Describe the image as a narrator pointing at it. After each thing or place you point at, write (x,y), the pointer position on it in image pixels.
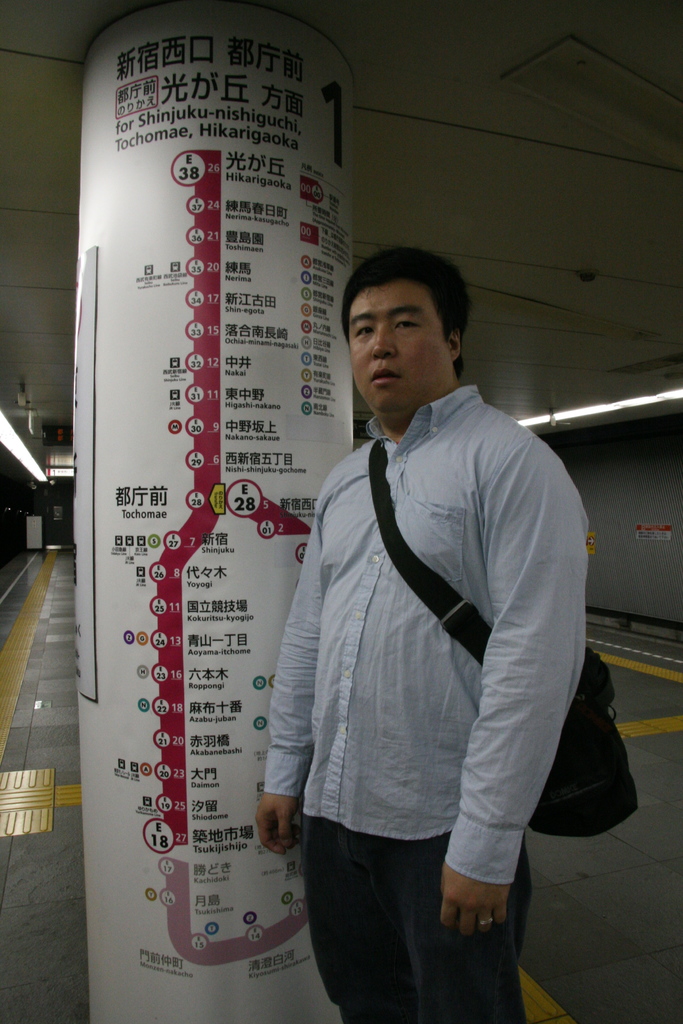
In this image we can see a person (420,780) carrying a bag (551,792) standing on the floor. In the background (209,142), we can see a wall (208,475) with some text (208,587) on it and some lights (7,426).
